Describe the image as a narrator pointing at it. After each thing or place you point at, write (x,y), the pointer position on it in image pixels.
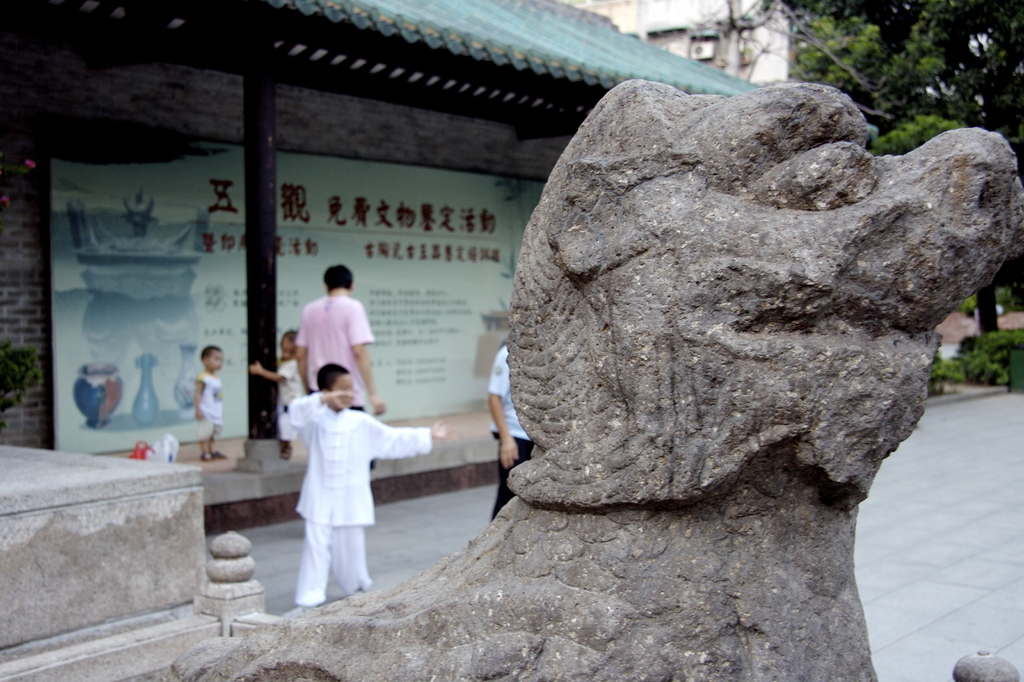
In this image there is a stone statue (645,468) in the middle (659,446). In the background (372,428) there are fewer kids (311,421) playing on the floor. On the right side (927,87) top there are trees (931,82). There is a hoarding (103,267) which is attached to the wall (34,256) in the background (166,237).
